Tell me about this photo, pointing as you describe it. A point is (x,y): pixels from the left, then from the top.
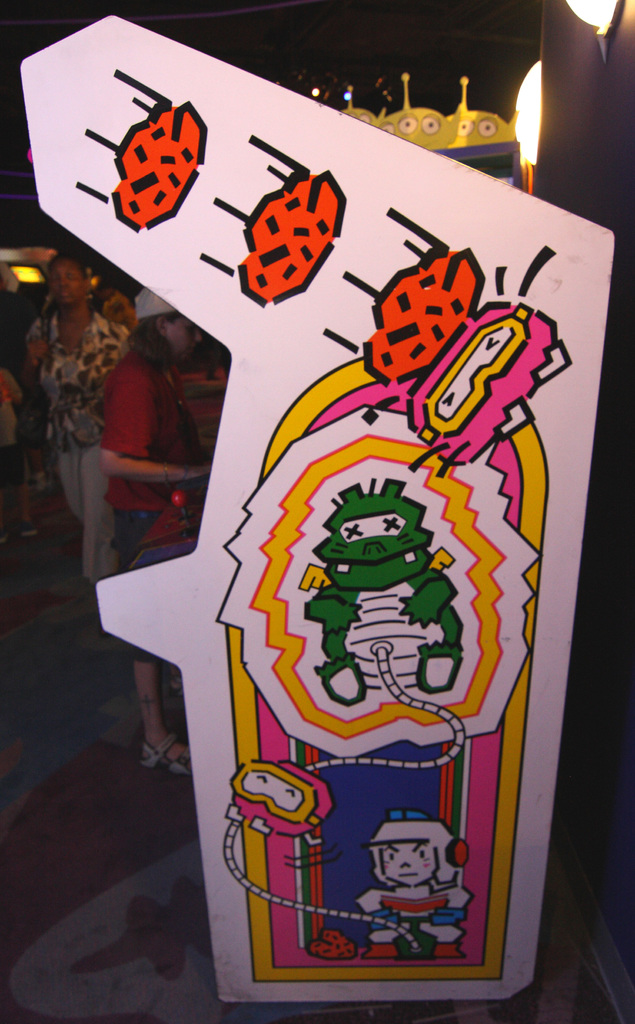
In this picture, we see a white color board (285,466) on which something is drawn in red, green, pink and yellow color. Behind that, the man (114,369) in white and grey shirt (83,390) is walking and we even see woman (119,545) in red t-shirt (164,390) is standing. On the top right (589,6), we see lights (584,0). This picture might be clicked in the dark.
